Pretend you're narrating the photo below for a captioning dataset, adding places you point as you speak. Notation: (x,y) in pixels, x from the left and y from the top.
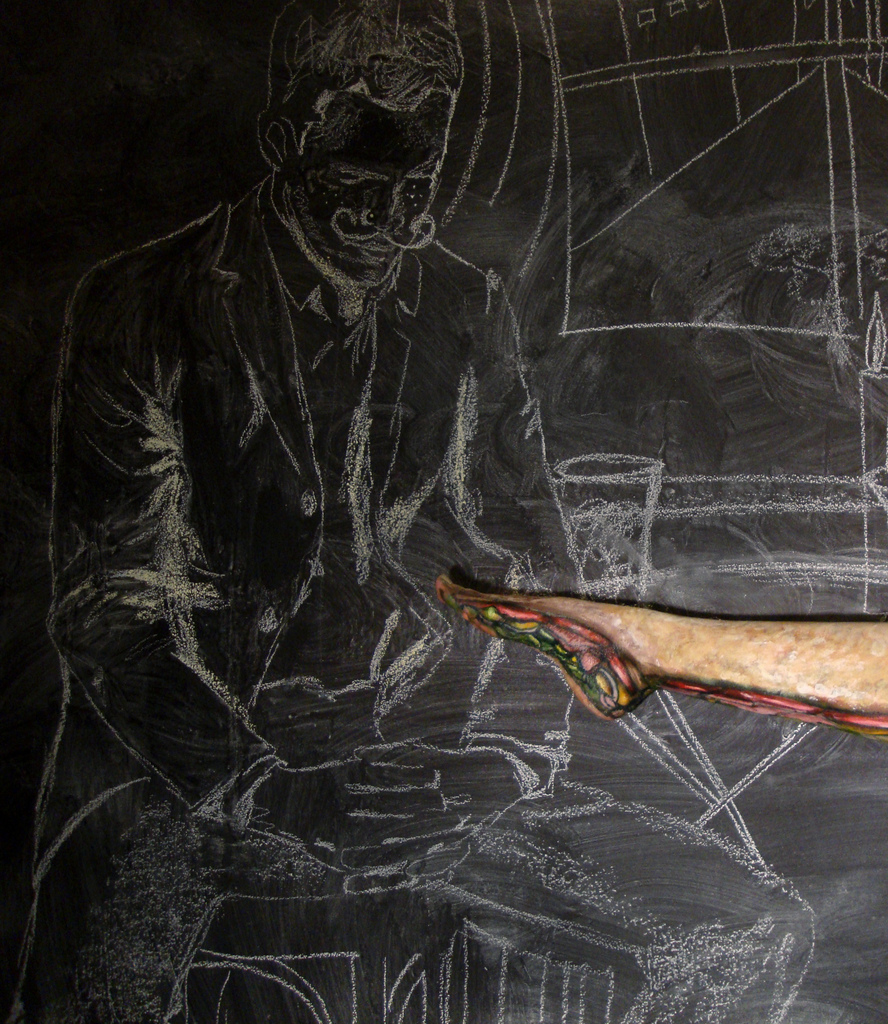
In this image we can see a man sketch (369,430) on the black surface (299,89). There is a human leg (633,667) on the right side of the image (784,678).
